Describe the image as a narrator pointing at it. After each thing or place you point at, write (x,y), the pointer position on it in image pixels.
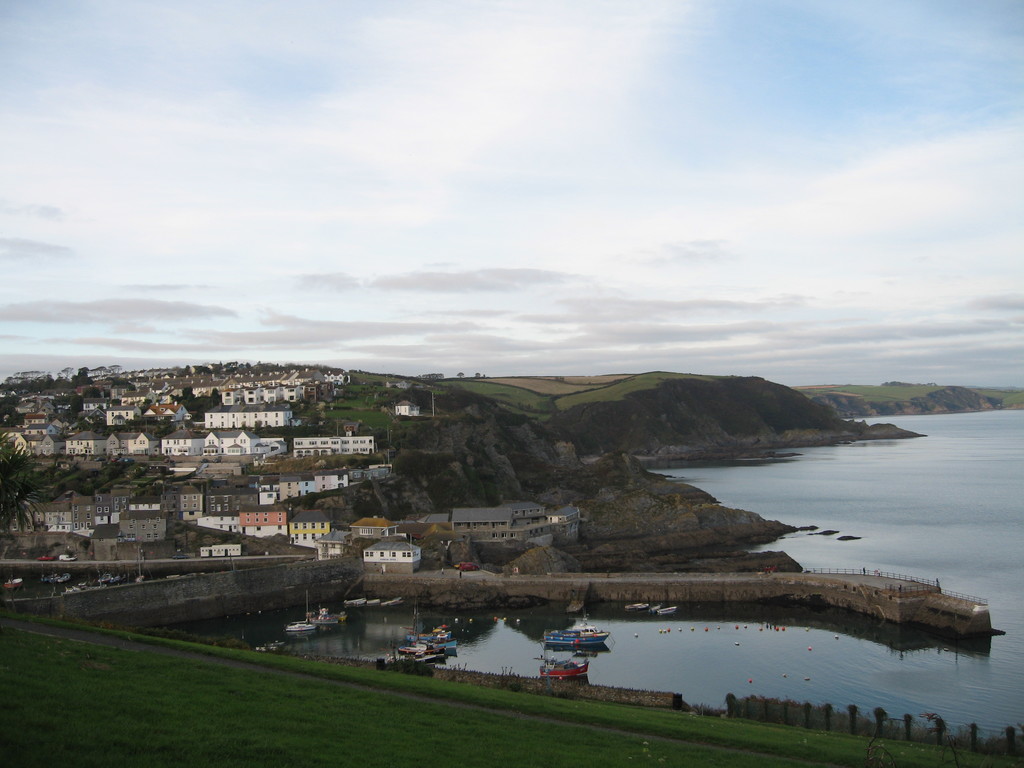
In this image we can see some houses (245,396), trees (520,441), there are boats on the ocean (821,498), also we can see the sky (568,155).
